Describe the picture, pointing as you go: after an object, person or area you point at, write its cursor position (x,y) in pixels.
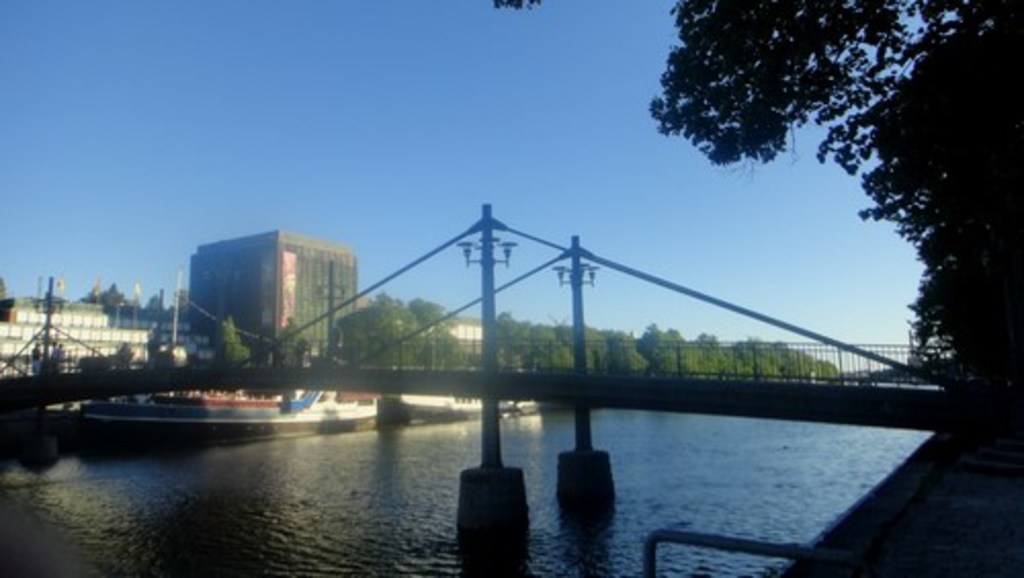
In this image we can see boats (282,408) and poles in the water (277,438), there are some buildings (253,327), trees (400,309), fence (468,362) and the people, in the background (81,255) we can see the sky (560,133).
